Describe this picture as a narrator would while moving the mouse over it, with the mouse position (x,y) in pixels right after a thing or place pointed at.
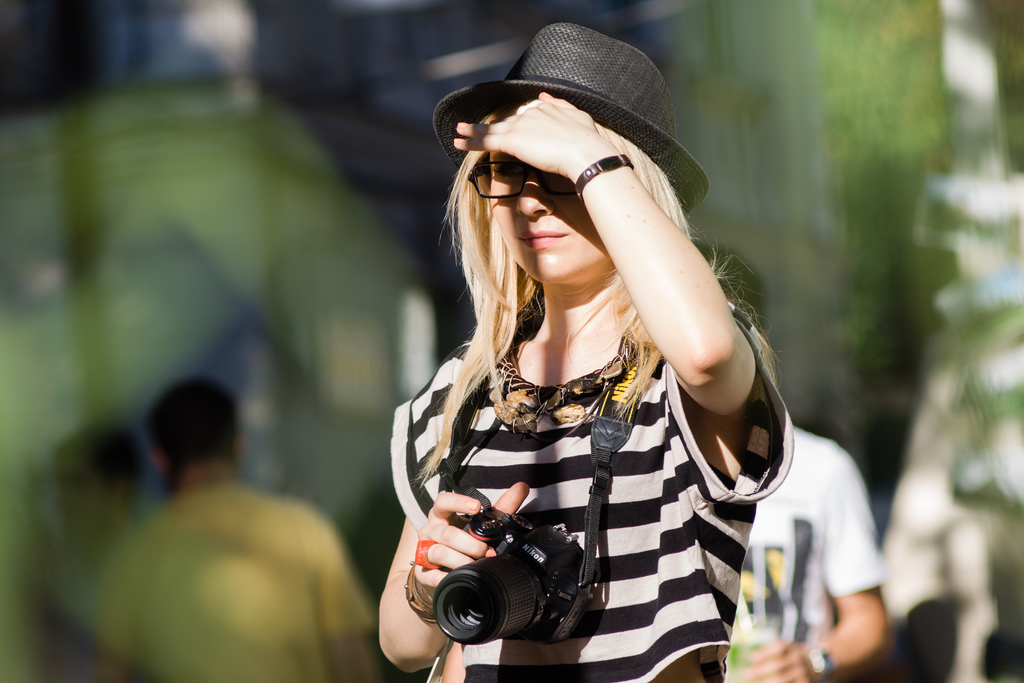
In this image we can see a few people (194,454), among them one person (598,247) is holding a camera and the background (399,149) is blurred.
